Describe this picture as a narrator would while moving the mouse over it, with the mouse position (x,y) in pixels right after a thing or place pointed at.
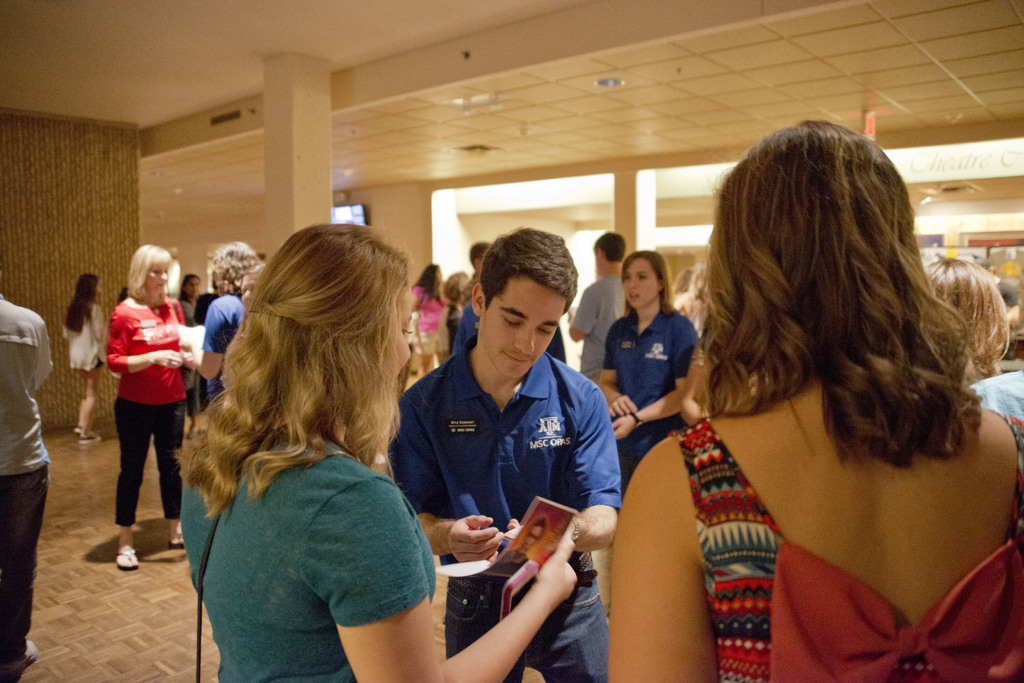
In this image there is a woman (205,505) holding a paper (518,557) in her hand (536,592). Before her there is a person (538,419) wearing a blue T-shirt (496,429). Few people (20,408) are standing on the floor (109,603). Top of the image (588,107) few lights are attached to the roof (625,151).
